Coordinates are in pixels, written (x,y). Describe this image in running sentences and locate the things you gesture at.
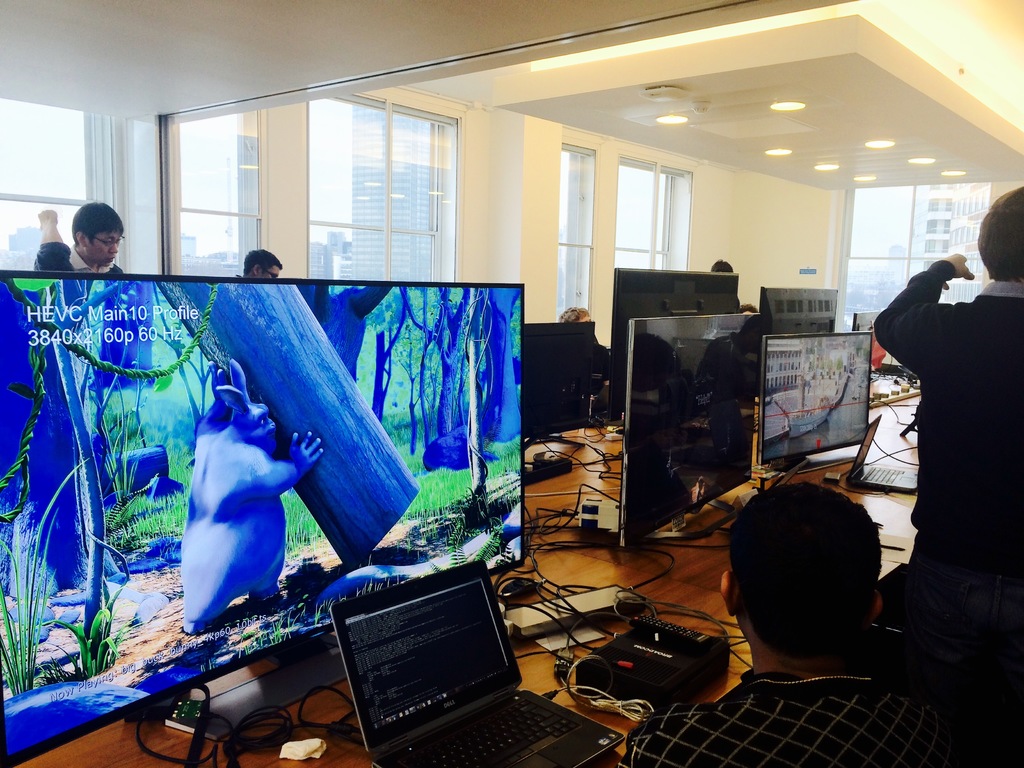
In this image we can see a few people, in front of them, we can see a table (529,440), on the table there are some systems (493,571), cables (578,502), laptops (489,710) and some other objects (542,461), there are some windows (346,153) and at the top of the roof (789,114) we can see some lights (601,54).
